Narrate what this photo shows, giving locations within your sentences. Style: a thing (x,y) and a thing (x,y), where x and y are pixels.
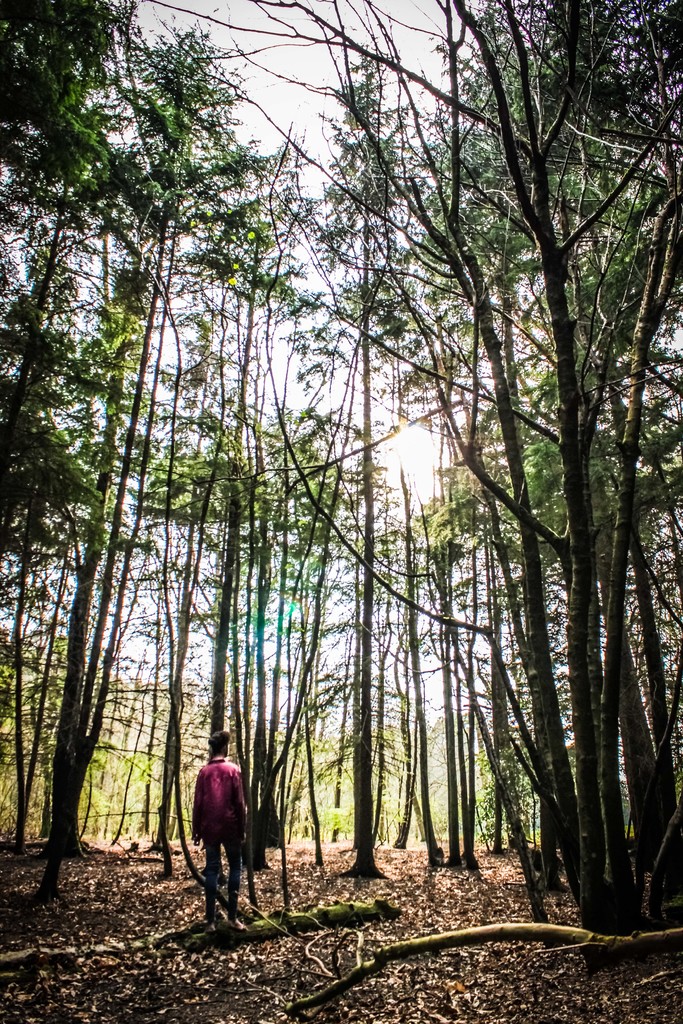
The man (228,810) in pink jacket (194,804) is standing in the forest (254,903). At the bottom of the picture (378,954), we see wooden sticks (357,907), dried leaves (438,988) and twigs (245,989). There are many trees (675,596) in the background (306,582) and at the top of the picture (332,86), we see the sky (218,1). This picture might be clicked in the forest (371,635).
